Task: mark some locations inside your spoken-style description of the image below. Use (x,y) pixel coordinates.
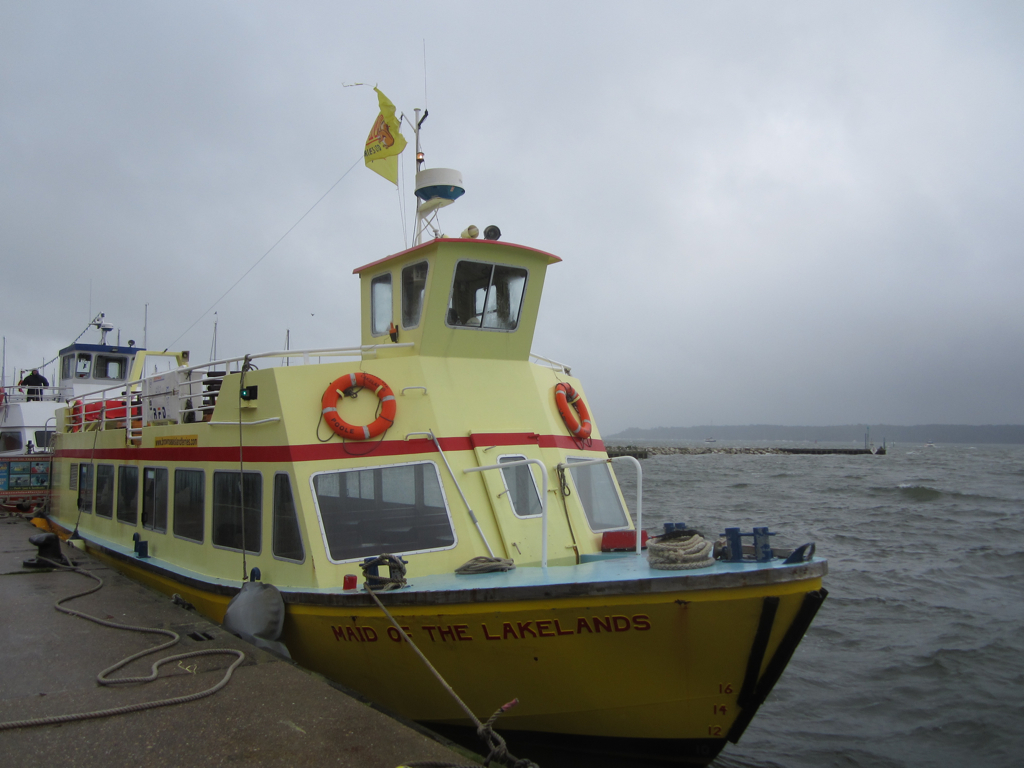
In the image we can see there is a boat (729,625) in the water (880,661). This is a flag (383,151), rope (162,630), mountain (780,427) and a cloudy sky (821,351). These are the windows (291,513) of the boat (277,527).
